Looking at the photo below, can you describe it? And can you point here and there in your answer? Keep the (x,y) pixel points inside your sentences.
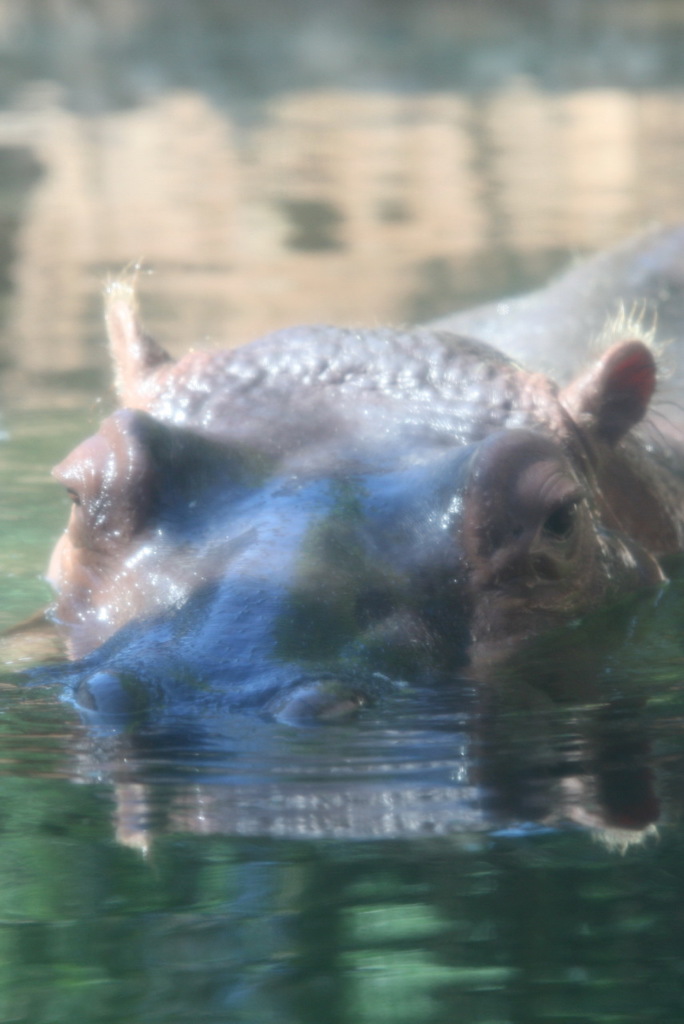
In this image I can see water (58,847) and in it I can see a hippopotamus (265,590).
